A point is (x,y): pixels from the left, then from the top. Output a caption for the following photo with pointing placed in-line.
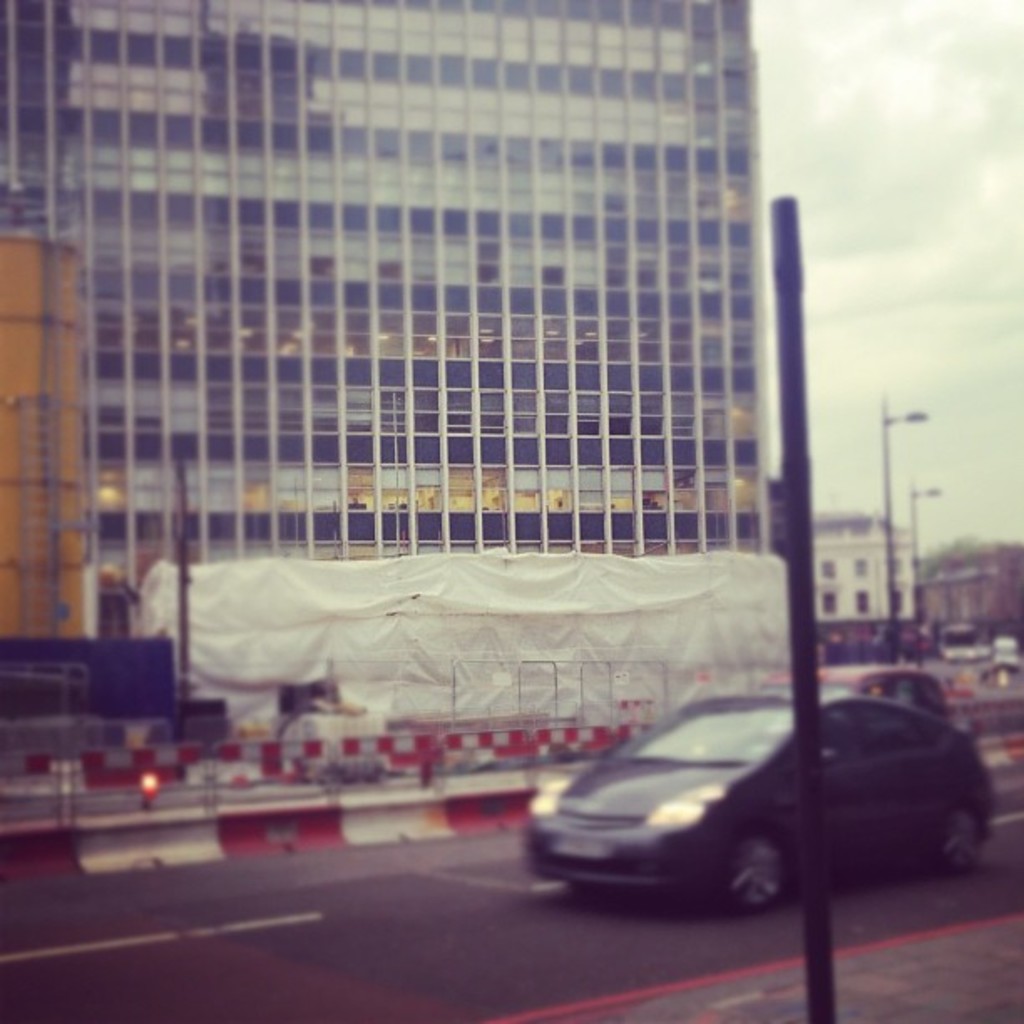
It is a blur image. In this image, we can see few vehicles (669,795) are on the road (775,938). Here we can see poles (827,982), buildings (983,612), glasses (425,538). Background (1009,138) there is a sky (880,284).
